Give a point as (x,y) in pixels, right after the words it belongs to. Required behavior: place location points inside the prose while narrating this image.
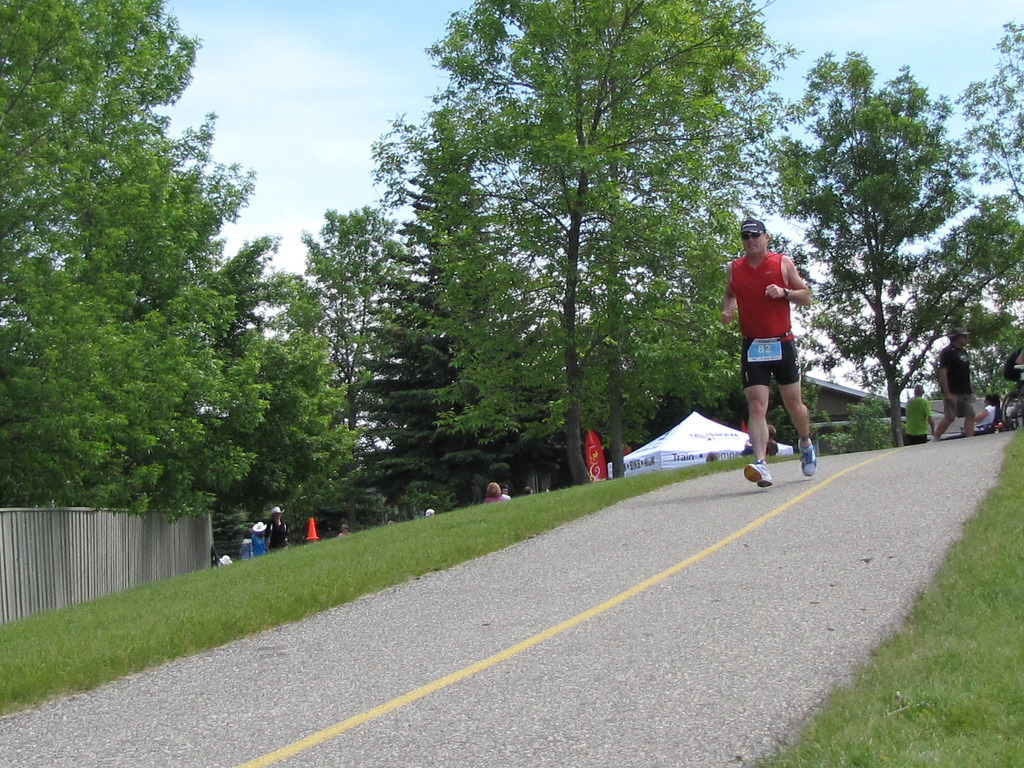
In this picture we can see a man (753,393) is running on the path (749,570) and on the left side of the man (761,423) there is a wall (76,552). Behind the man (791,349) there are some people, tent (677,448), building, trees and a sky (365,76).
